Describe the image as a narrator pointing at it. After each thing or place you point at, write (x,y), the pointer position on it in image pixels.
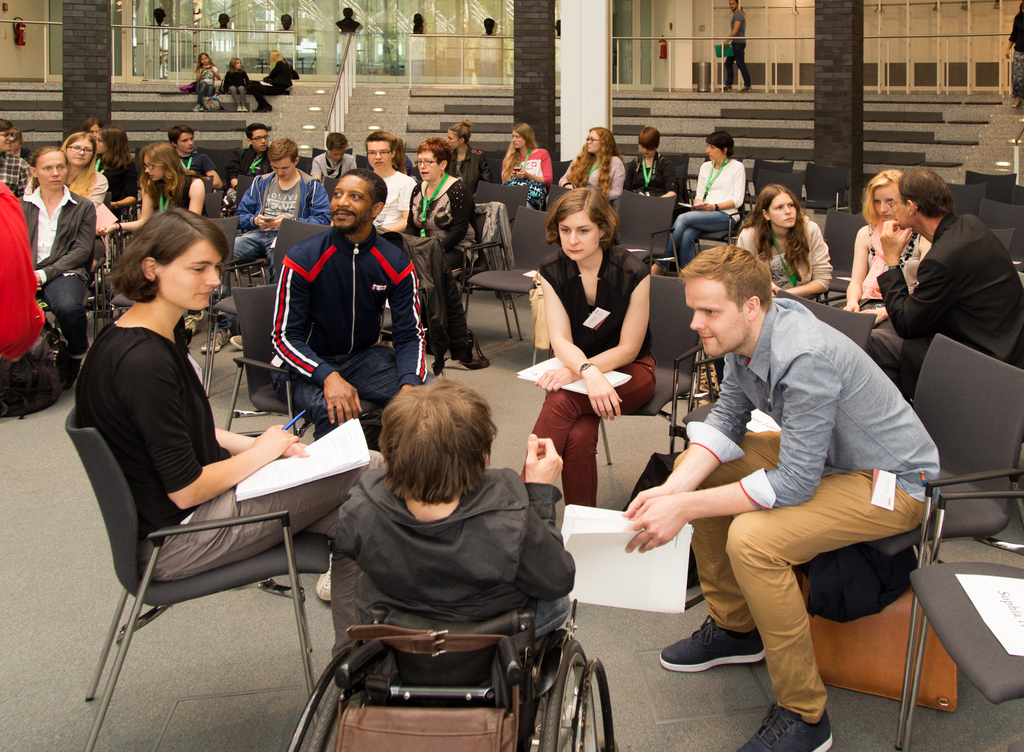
In this image there are some persons (490,500) sitting on the chairs (726,239) as we can see in middle of this image (648,402). There are three persons (258,98) sitting on the stairs (230,103) on the top left side of this image (230,71) and there is one person (741,26) standing on the top right side of this image (734,45). There is a building (582,77) in the background (493,81).
